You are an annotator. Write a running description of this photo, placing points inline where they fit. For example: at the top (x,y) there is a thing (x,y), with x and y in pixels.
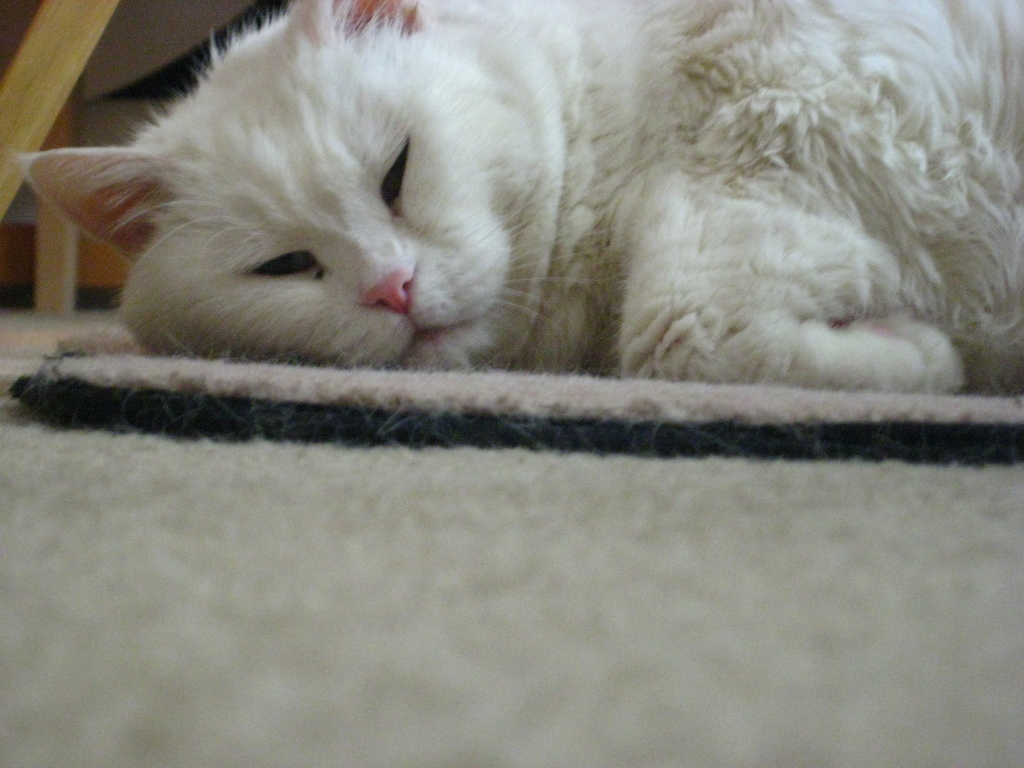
In the image there is a white cat (518,249) laying on a mat (477,435).
